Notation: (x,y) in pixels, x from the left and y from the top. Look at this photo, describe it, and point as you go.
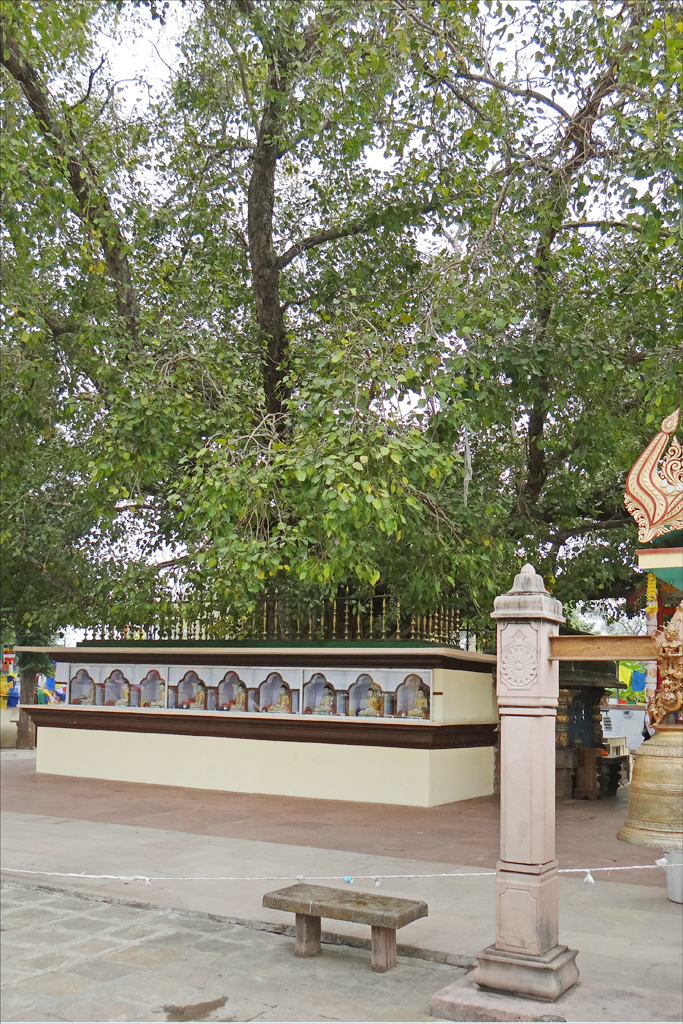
In this picture there is a small yellow wall (250,684) with iron fencing grill (311,628). In the front (519,893) bottom side the concrete pole (514,911) and a small table (305,898) on the ground (318,963). Behind there are some trees (225,437).
